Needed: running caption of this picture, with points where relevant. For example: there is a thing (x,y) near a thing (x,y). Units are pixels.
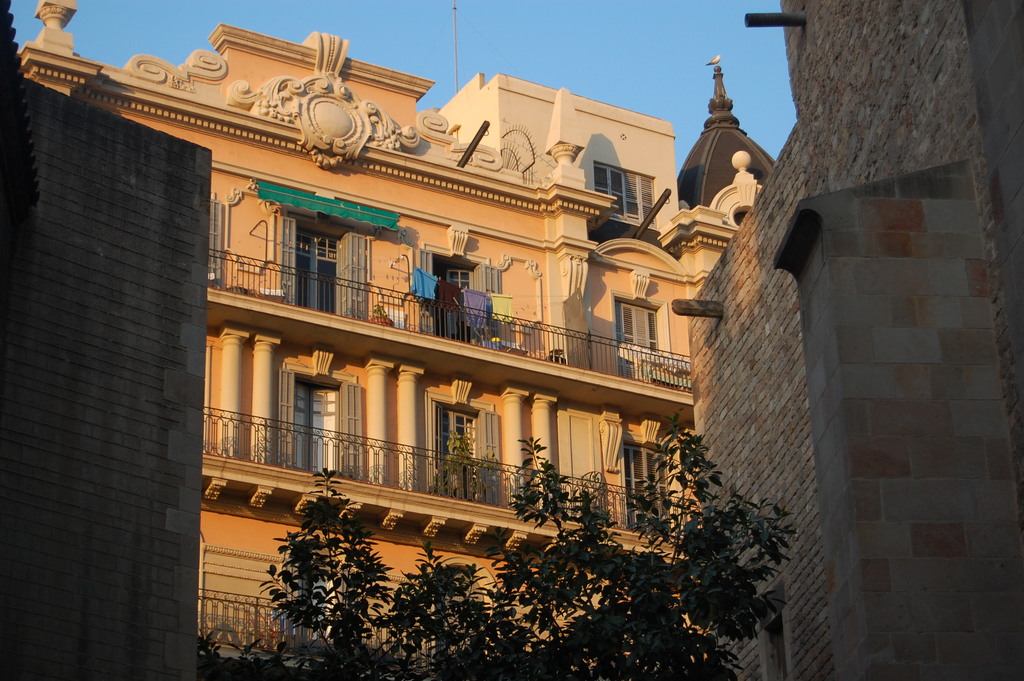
In the image there is building (336,172) in the background (569,256) with trees (525,602) in front of it and above its sky (531,59).
